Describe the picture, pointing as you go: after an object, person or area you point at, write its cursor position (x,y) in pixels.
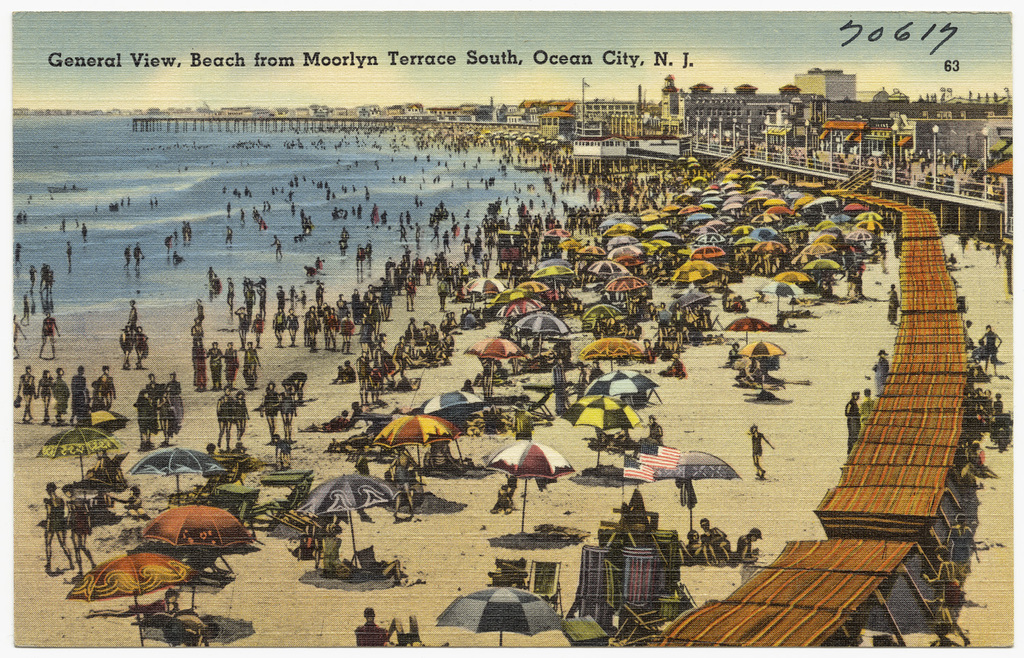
In this picture, it seems like a poster where we can see people (669,376), umbrellas (533,471), tents (911,401), buildings (662,154), water (466,164) and sky (633,93).
